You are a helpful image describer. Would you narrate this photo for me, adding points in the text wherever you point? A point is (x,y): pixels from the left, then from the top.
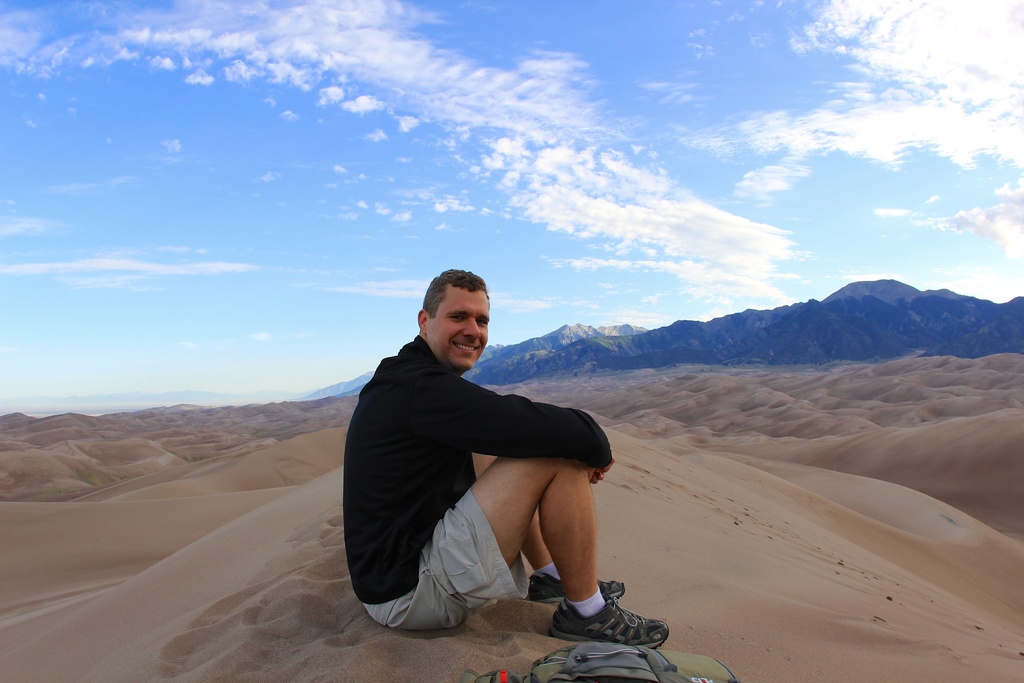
In this image there is a person (437,446) sitting on the sand (323,475) with a smile on his face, beside the person (582,592) there is a bag (582,654), in the background of the image (776,354) there are mountains (748,355), at the top of the image (551,170) there are clouds (547,120) in the sky (390,117).
